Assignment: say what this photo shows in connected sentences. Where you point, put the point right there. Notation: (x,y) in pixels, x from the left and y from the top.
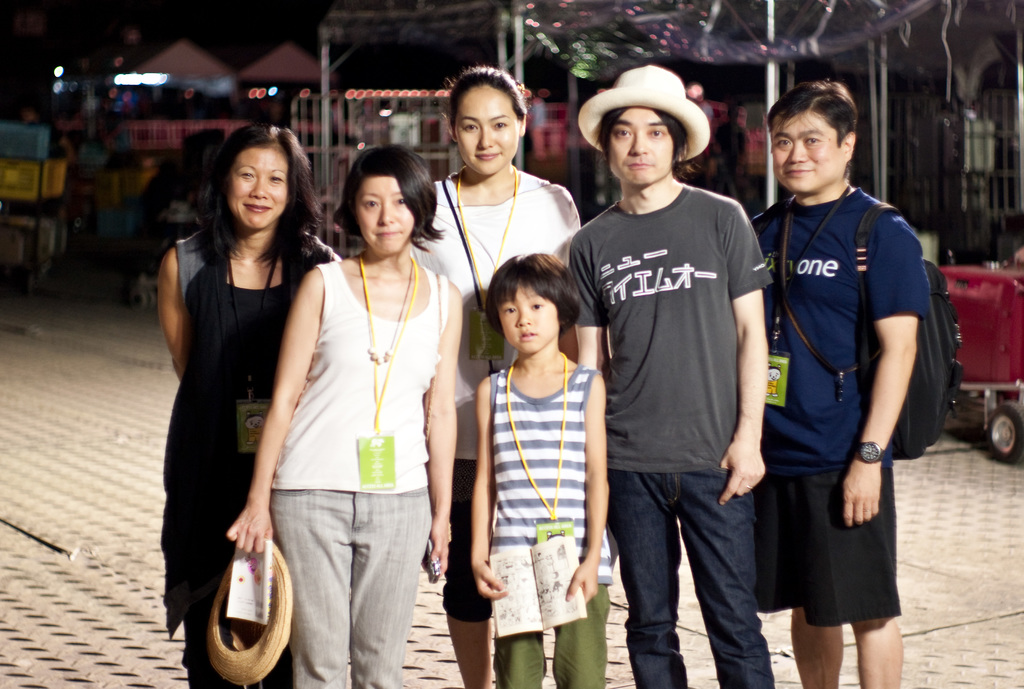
In this image we can see some people (509,355) standing on the ground (73,667) and behind them we can see the lights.
